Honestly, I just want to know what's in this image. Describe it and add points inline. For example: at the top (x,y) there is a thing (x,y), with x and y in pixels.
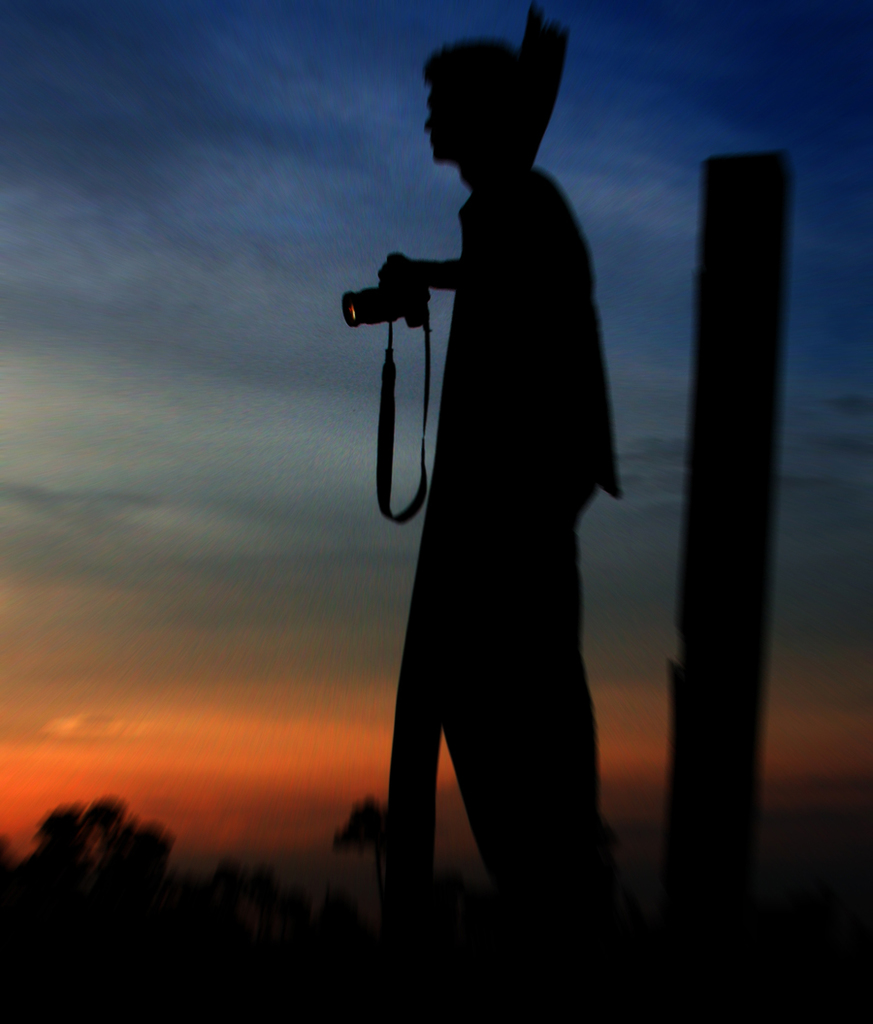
In this picture I see a person (451,413) who is standing in front (363,310) and holding a camera (343,310) and in the background (276,724) I see the sky (250,745) and I see that this image is a bit dark.
